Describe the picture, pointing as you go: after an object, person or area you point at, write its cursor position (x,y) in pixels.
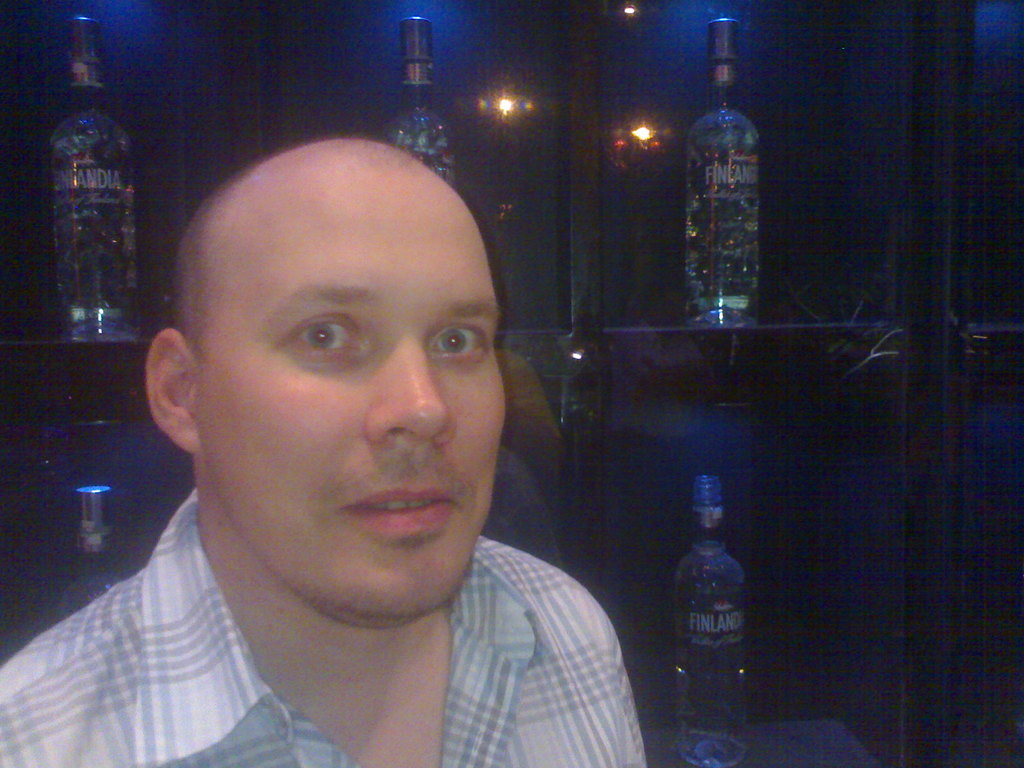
In this image, a human (520,620) is staring, he is wearing a shirt (210,679). Behind him, we can see a big shelf (645,215) few bottles (718,268) are placed on it.
